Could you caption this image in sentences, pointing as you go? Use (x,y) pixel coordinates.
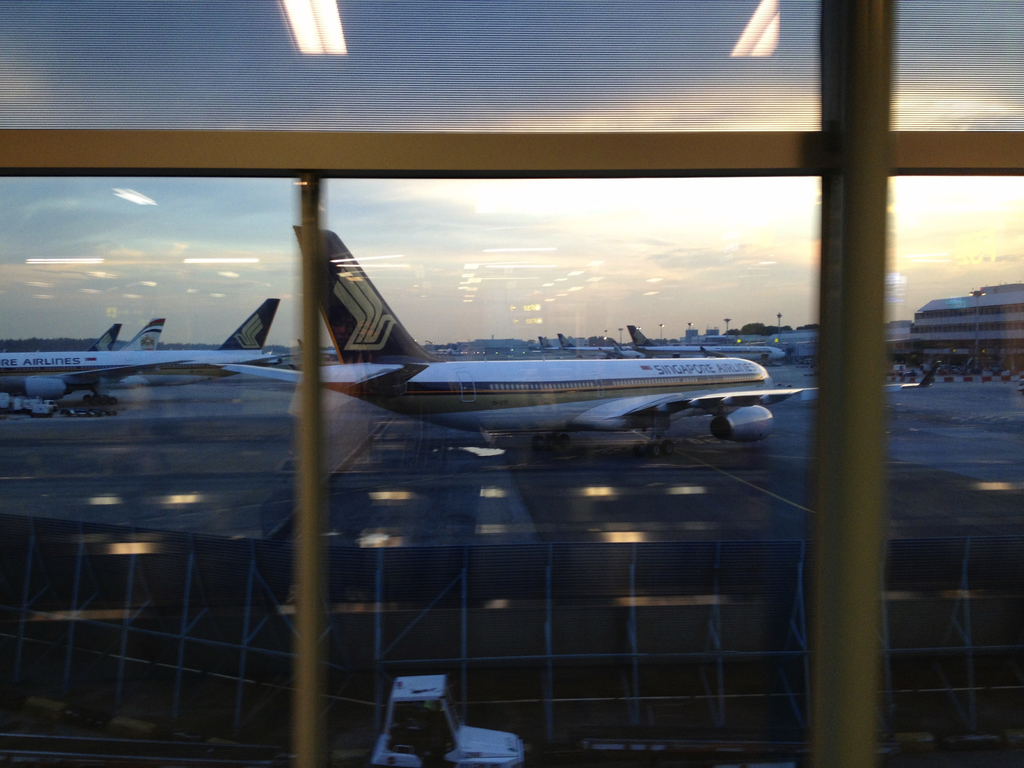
This image is clicked from a window (310,746). In the front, we can see many planes (618,430). At the bottom (701,513), there is a road (684,507). And we can see a vehicle (475,727) in white color. At the top (635,197), there is sky (635,197). On the right (936,336), there is a building (950,351).
